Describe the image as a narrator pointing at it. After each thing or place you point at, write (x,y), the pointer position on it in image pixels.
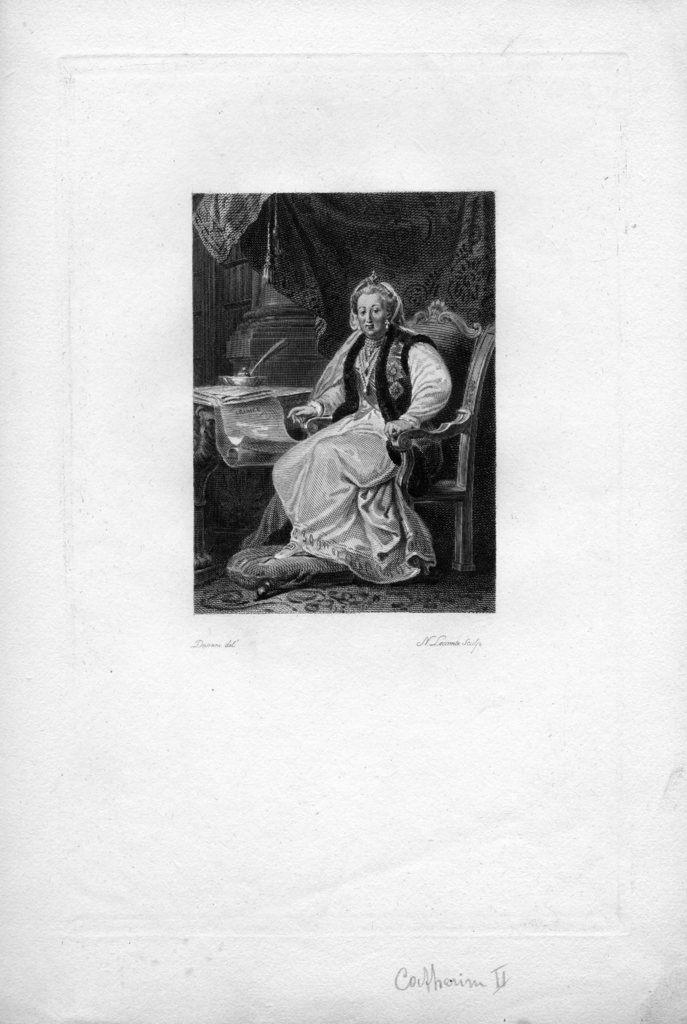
In this image there is a photo (332,333) on a paper (310,898), there is text (197,648) on a paper (381,820), there is a person (358,416) sitting on the chair (455,336), there is a table (209,430), there are objects (245,390) on the table (200,490), there is a cloth curtain (345,240) behind the person (379,468).
